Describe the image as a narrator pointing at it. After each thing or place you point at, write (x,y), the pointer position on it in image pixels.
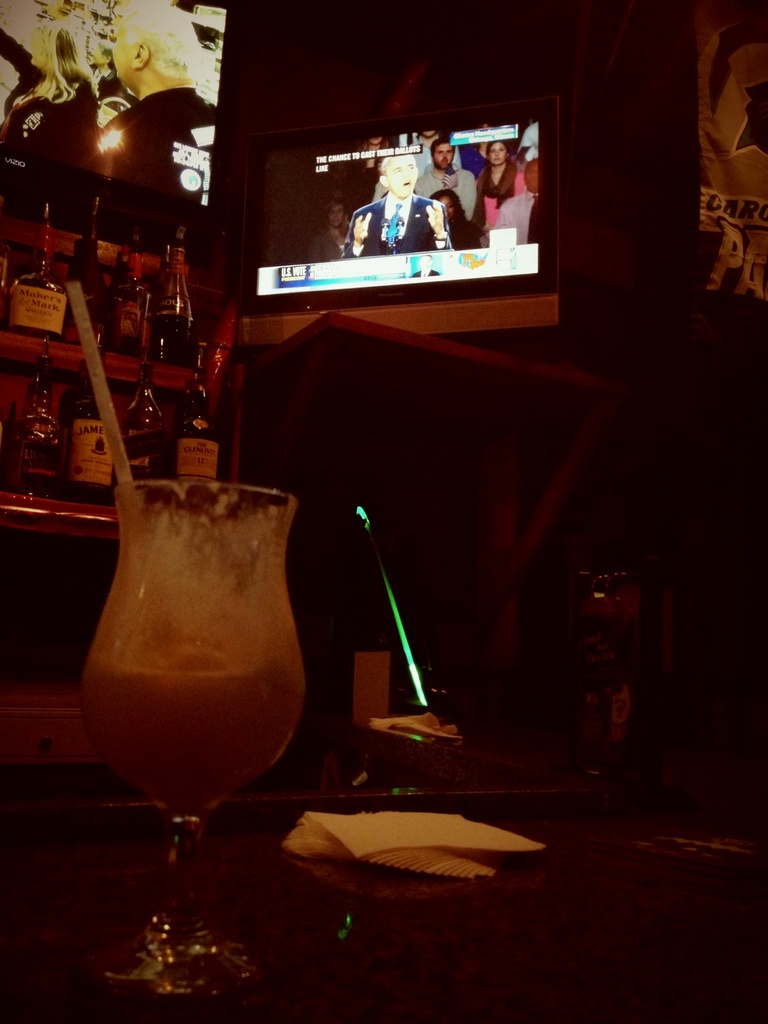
At the bottom of the image (303,871) there is a table (301,875). On the table (243,854) there is a glass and tissues (412,852). In the background (149,319) there is a shelf (203,322) and there are bottles (99,430) placed in the shelves (184,384). On the right (542,313) there is a television (306,204) which is attached to the wall (615,221).
